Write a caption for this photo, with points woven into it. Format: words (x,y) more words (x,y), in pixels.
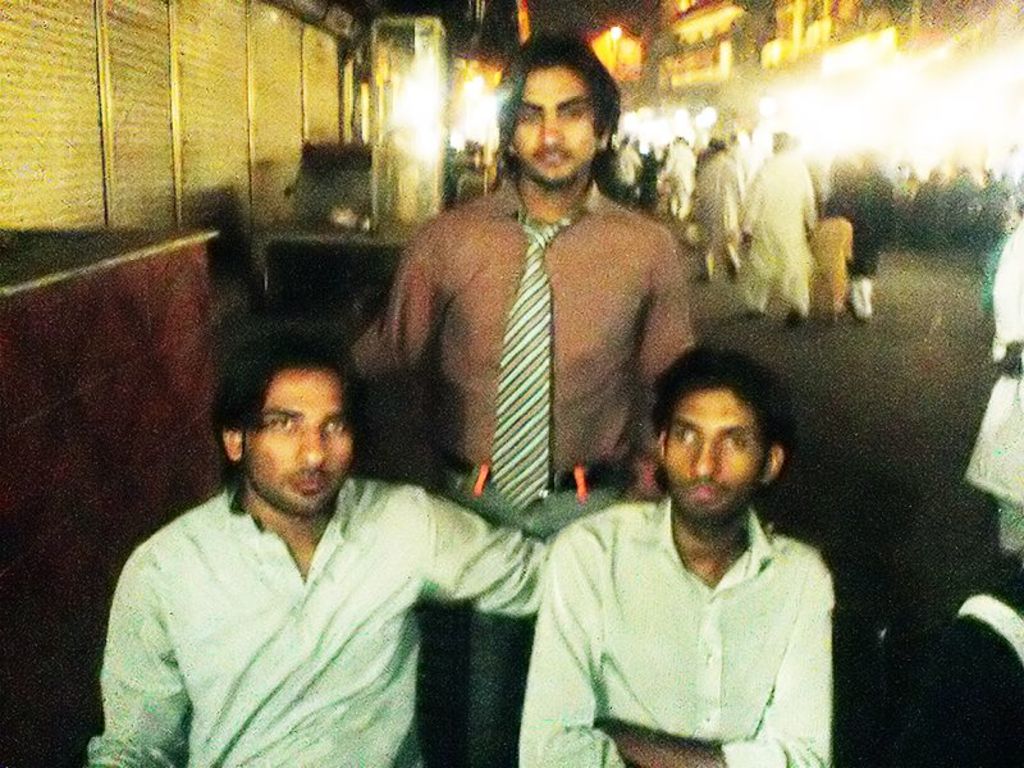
It is a blurry image. Here we can see three people (356,656). In the middle (533,395) a person (509,420) is standing and wearing a tie (540,332). Background (1023,436) there is a wall (189,282), few people (970,480), buildings (690,101) and road (925,385).
